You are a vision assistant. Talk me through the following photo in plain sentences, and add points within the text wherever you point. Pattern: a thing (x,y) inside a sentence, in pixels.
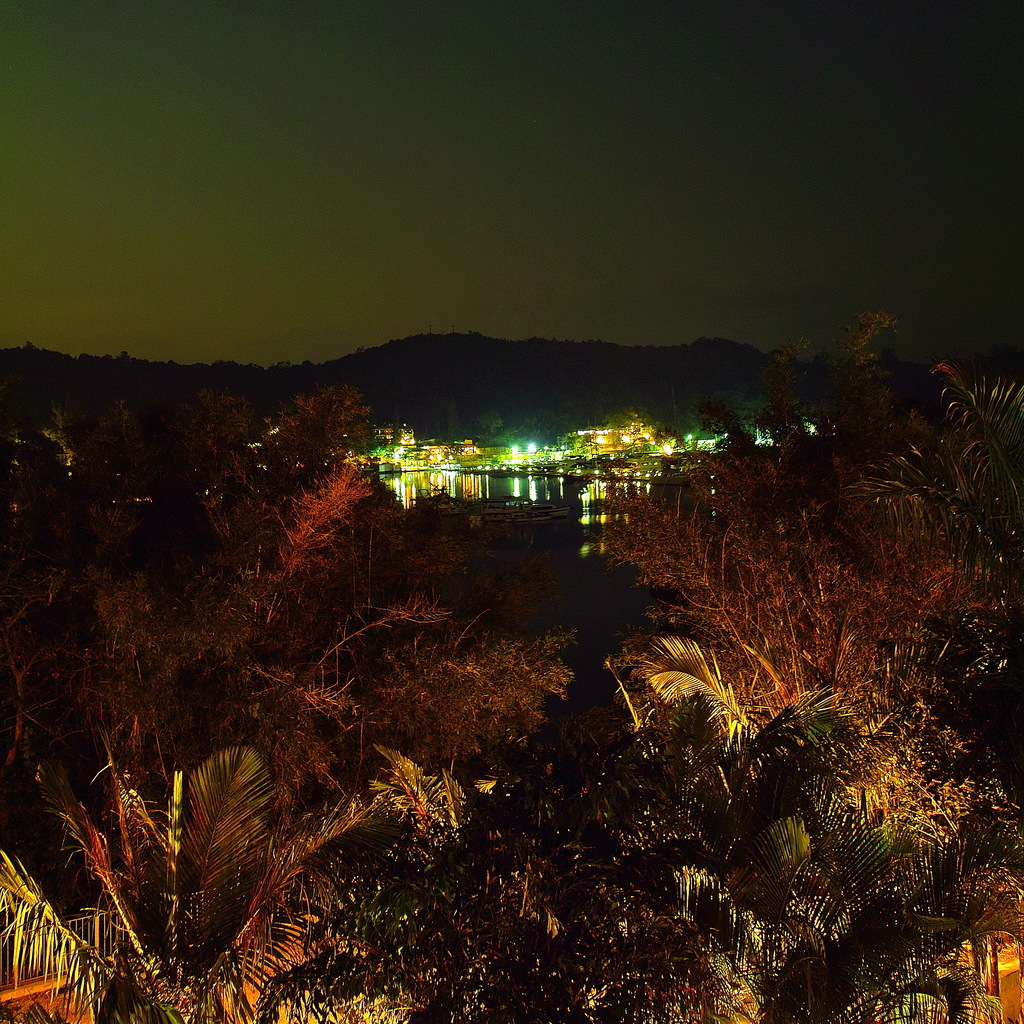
In the image we can see trees (665,656), buildings (605,437), lights (515,459), mountain (565,393) and a sky (669,219).
